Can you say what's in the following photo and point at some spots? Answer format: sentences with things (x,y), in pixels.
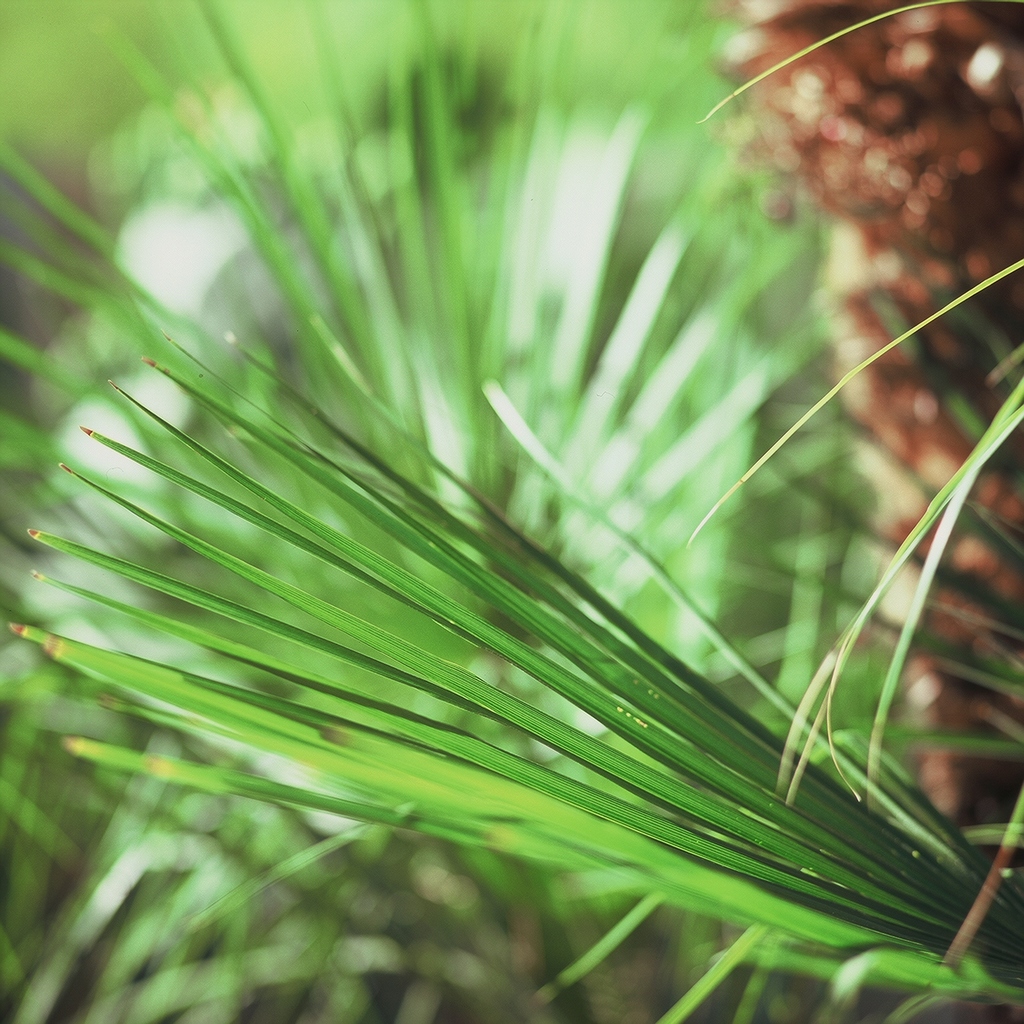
In this picture I see the leaves (241,775) which are of green in color and I see the brown color thing (949,82) on the right side of this image (987,291).
